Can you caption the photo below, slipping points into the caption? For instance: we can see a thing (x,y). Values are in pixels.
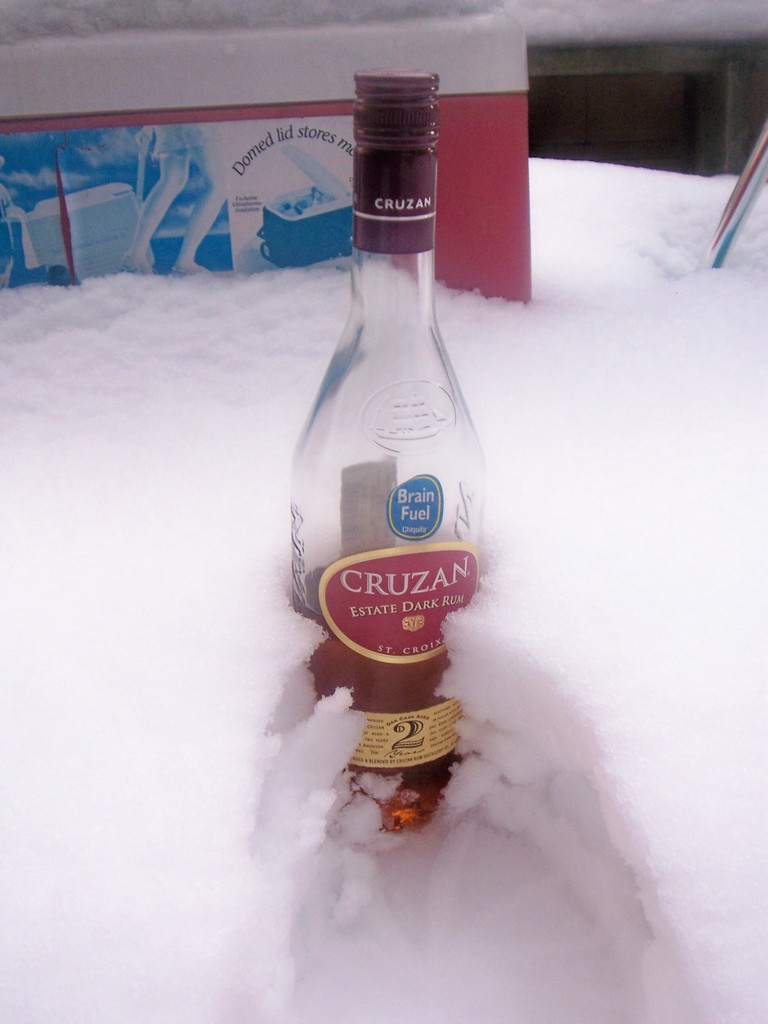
There is a bottle (325,663). On the bottle (369,660) there is a red color label (404,639). It is written CRUZAN 2. In the background (169,201) there is a banner (194,160) and a wall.
